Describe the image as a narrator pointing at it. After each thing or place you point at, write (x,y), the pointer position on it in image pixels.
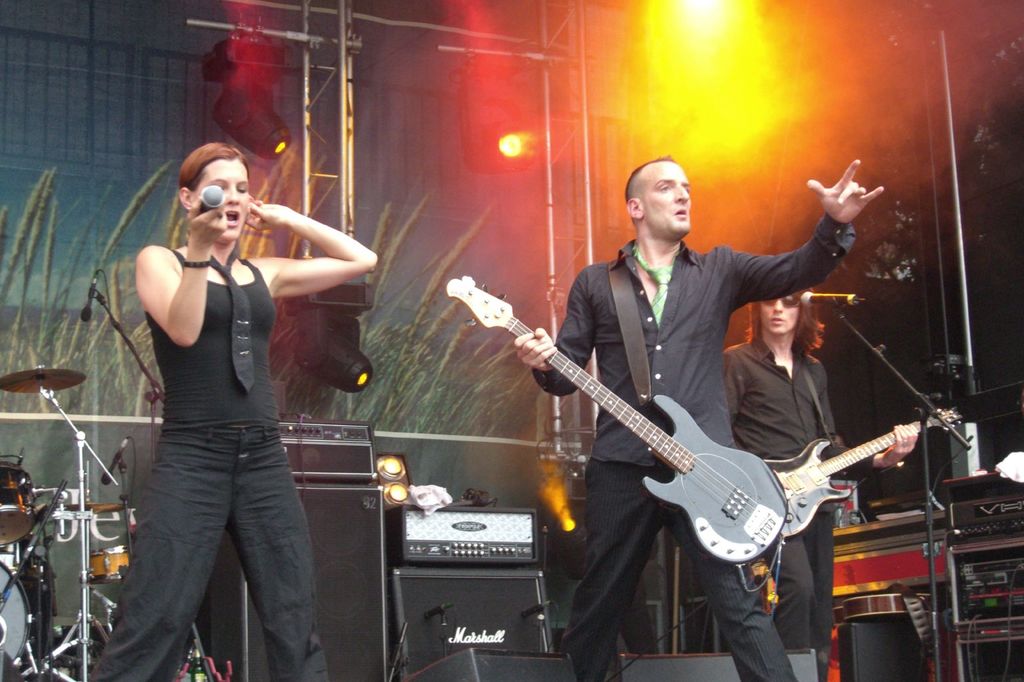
In this image we can see people (813,368) holding musical instruments (769,473) and we can also see stands (575,177) and lights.
